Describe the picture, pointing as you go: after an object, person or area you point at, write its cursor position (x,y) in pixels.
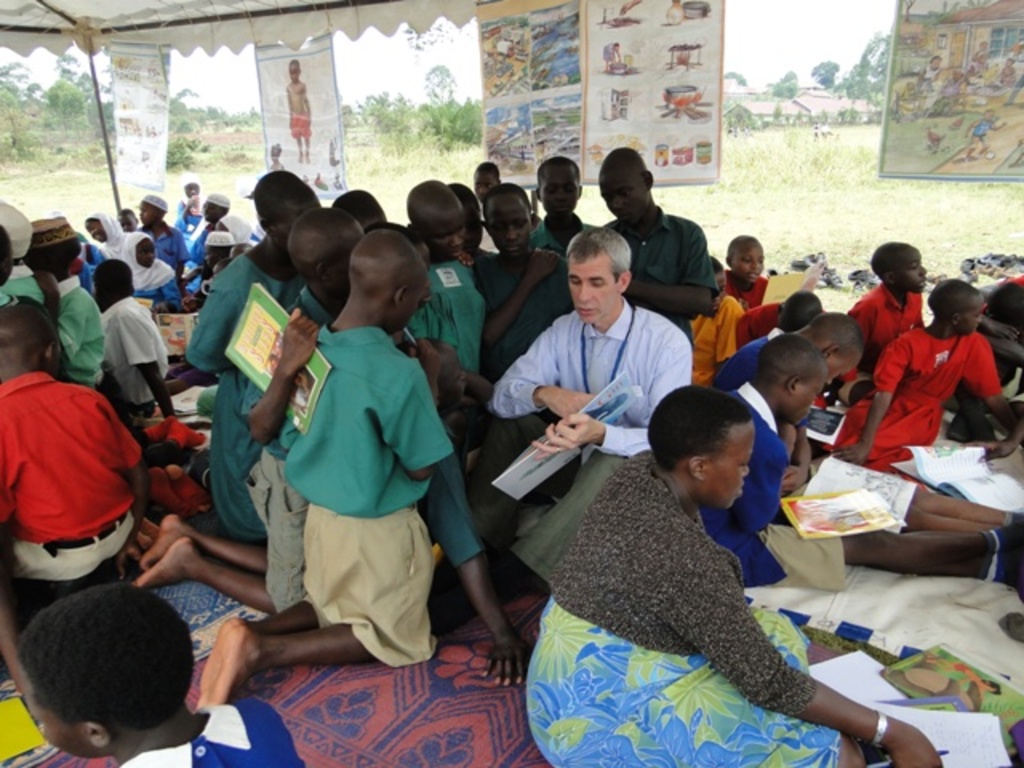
In the foreground of this image (594,680), there is the crowd (350,401) sitting on the mats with books (955,759) and we can also see a man (579,433) explaining with a book (528,460) to the group of people (363,380). In the background (659,97), there are banners (563,77) to the shed (170,39), trees (397,139), grass (806,160), buildings (816,108), and the sky (779,44).
